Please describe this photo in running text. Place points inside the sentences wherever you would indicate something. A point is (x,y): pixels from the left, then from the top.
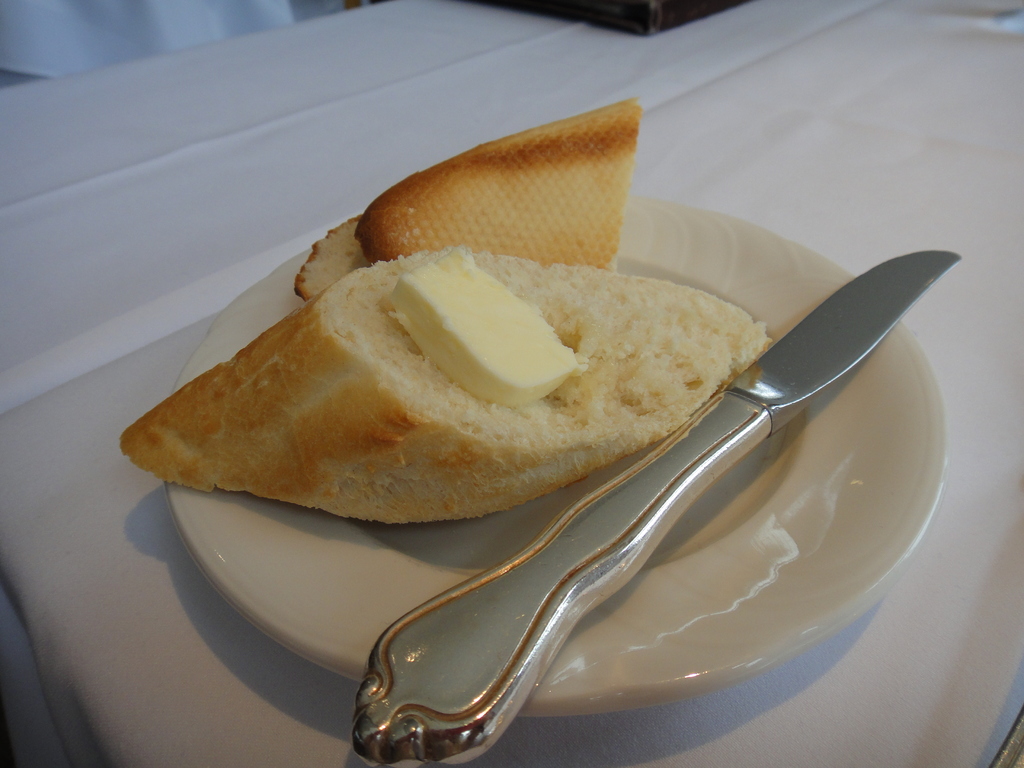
There is a white plate (892,537) on a white surface (863,680) which contains breads (405,401), butter (441,356) on it and a knife (423,705).
